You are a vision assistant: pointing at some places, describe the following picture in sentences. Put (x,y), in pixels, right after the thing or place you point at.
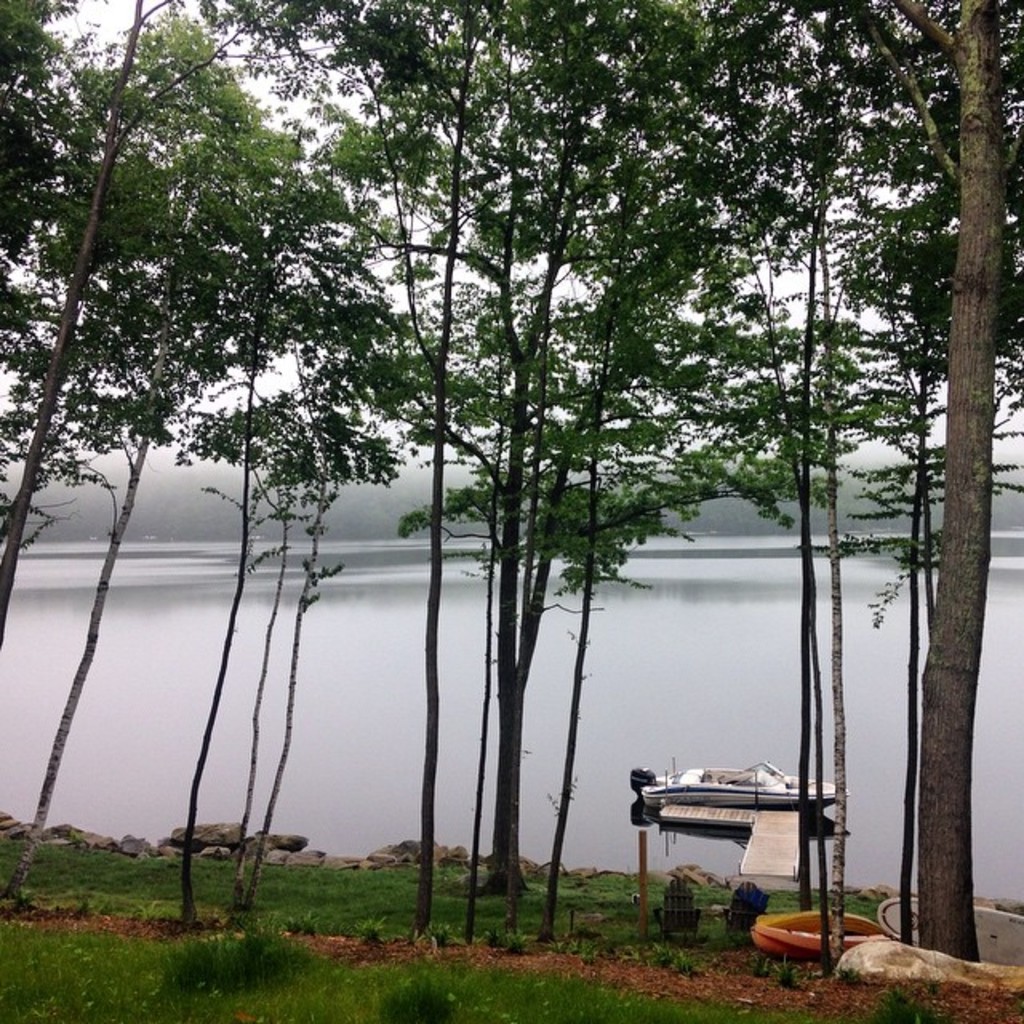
In this picture, we see a boat (638,785) in the water (599,760) and this water (547,598) might be a river (608,626). Beside that, there are trees (60,361) and stones (449,854). At the bottom of the picture (179,895), we see grass (169,872). In the background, we see the sky (238,350).
